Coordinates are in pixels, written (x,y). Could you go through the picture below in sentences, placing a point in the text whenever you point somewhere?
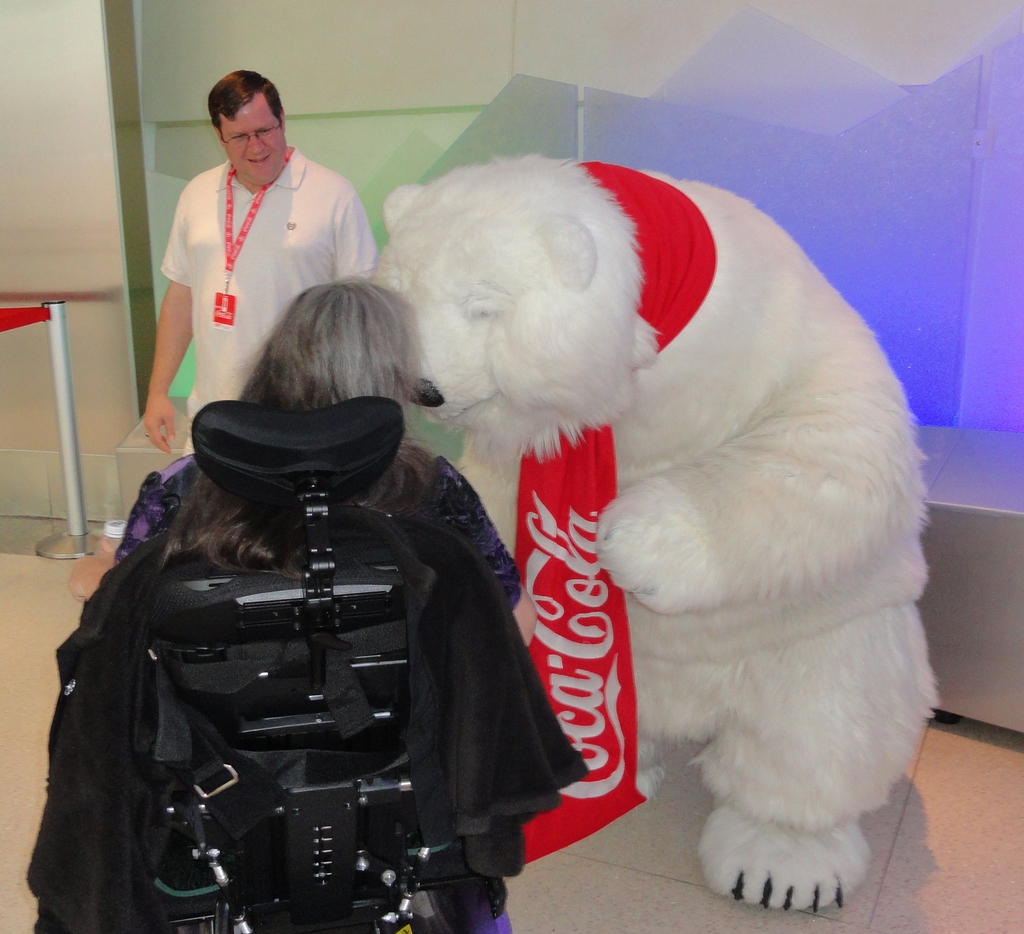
In this image in front (481,778) there is a person (288,562) sitting on the wheelchair (359,702). Beside her there is a bear (689,541). In front of her there is a person (299,212). On the left side of the image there is a metal fence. At the bottom of the image (887,873) there is a floor (968,848). In the background of the image (73,217) there is a wall (107,214).
